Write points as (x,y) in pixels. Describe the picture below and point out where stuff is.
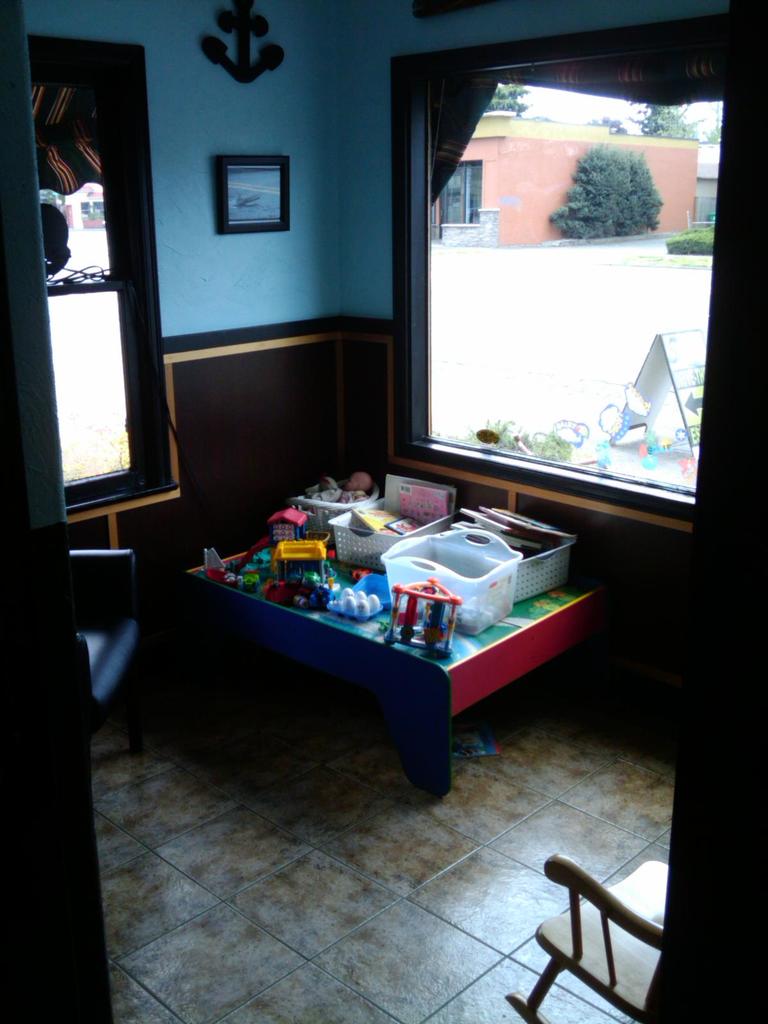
In this image I can see a table (397,663) with a basket (452,563) and other objects (353,602) on it. I can also see there is a photo (253,211) on a wall (271,128), a window (543,318) and a chair (592,938) on the floor (299,927).
